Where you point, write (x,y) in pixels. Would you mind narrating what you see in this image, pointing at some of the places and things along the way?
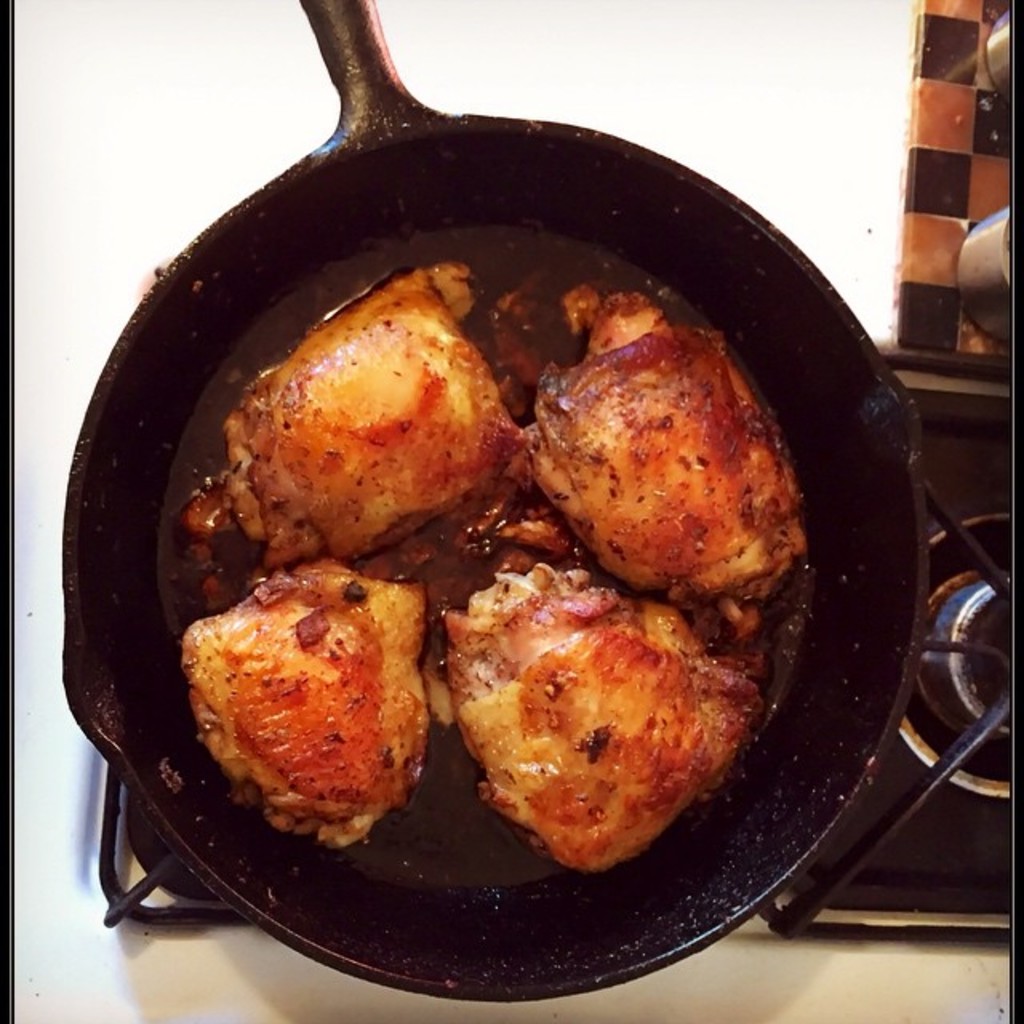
In this image we can see the food item (558,486) in the black vessel (742,272) which is on the gas stove (912,847). We can also see the white surface (692,69).
